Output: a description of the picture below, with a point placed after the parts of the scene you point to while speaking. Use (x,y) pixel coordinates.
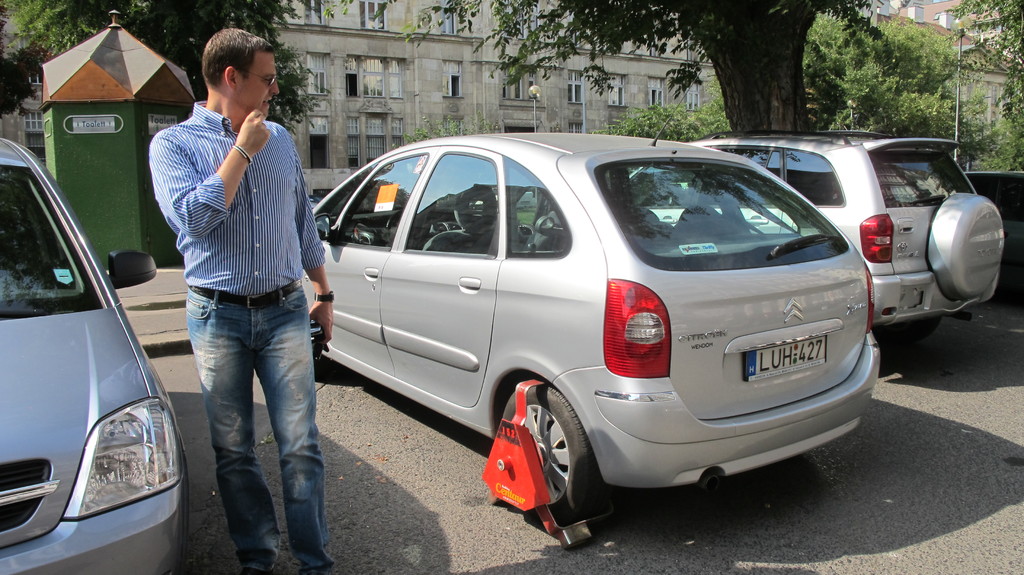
In this image we can see a person (252,297) holding an object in his hand (318,305) is standing, we can also see some vehicles (100,473) parked on the ground (341,550). On the left side of the image (102,161) we can see a shed (105,173) and sign boards (155,123) with some text (94,124). At the top of the image (650,59) we can see a group of buildings (921,26) with windows (533,23), a group of trees (865,22) and some light poles (965,19).
